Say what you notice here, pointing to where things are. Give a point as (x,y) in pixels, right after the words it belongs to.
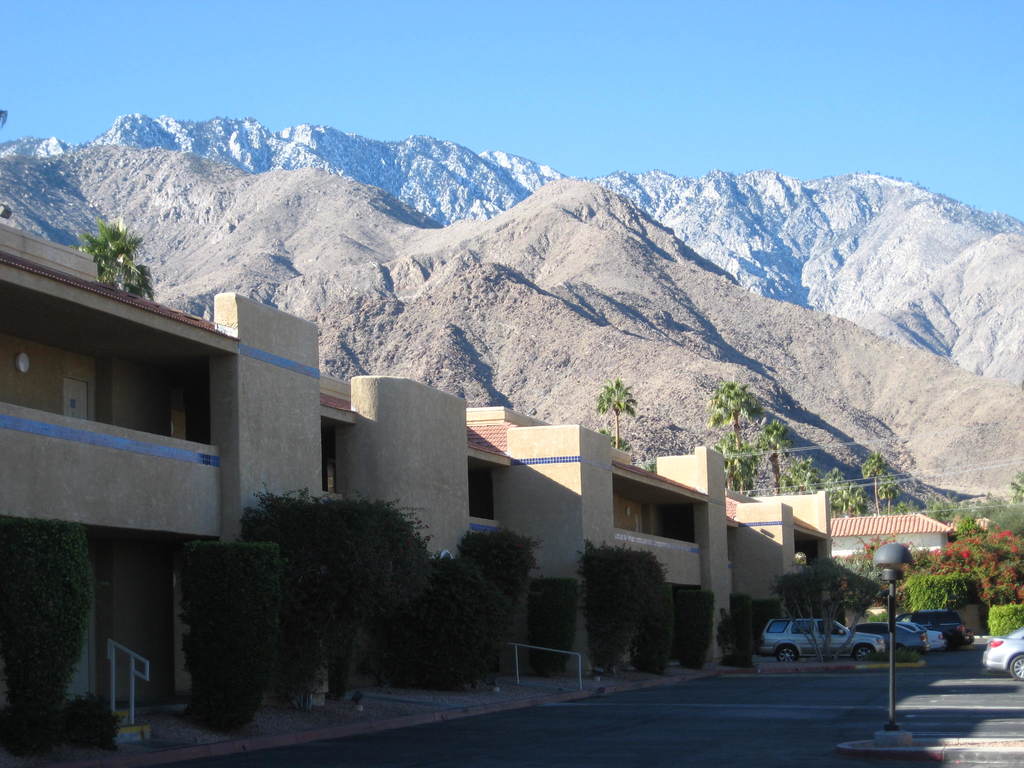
In this image there is the sky (530,103) truncated towards the top of the image (146,82), there are mountains (620,276) truncated, there are trees (741,454), there are trees (982,549) truncated towards the right of the image (994,540), there are plants (999,547), there is a plant (62,602) truncated towards the left of the image (44,698), there are buildings (720,581), there is a building (94,555) truncated towards the left of the image (93,409), there is road (768,724) truncated towards the bottom of the image (715,733), there is pole (895,636), there are vehicles (902,637) on the road (901,682), there is a vehicle (996,659) truncated towards the right of the image (999,644).
